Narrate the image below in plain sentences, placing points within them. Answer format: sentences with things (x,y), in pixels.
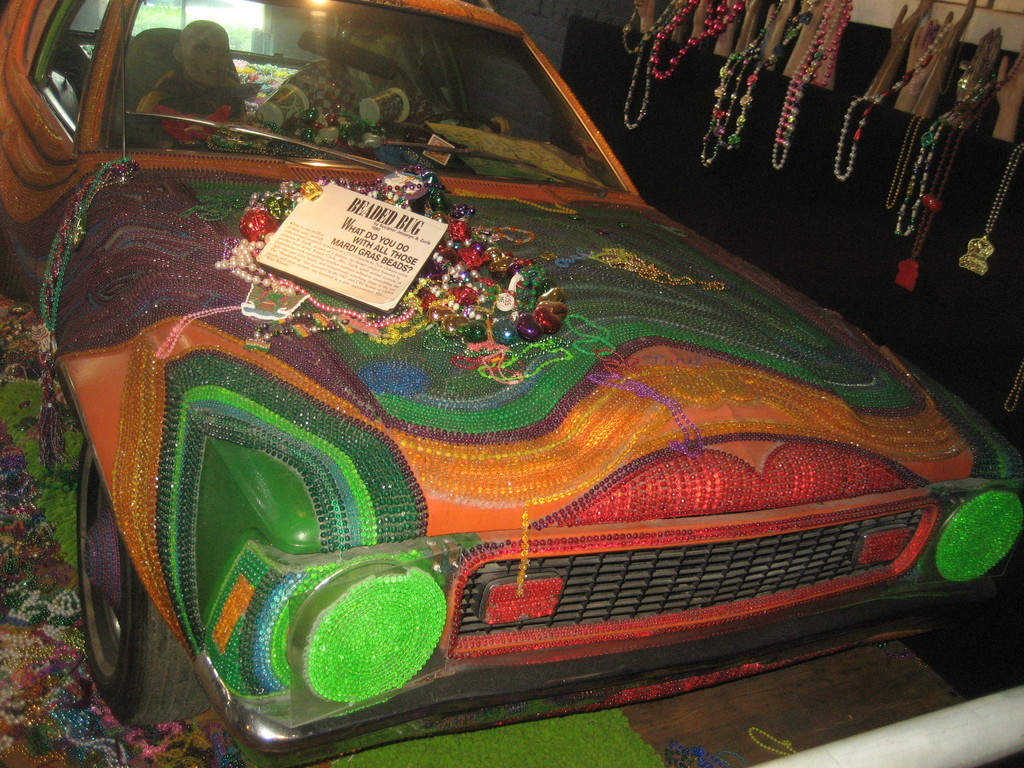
In this picture I can see there is a car (437,393) and it is decorated with some beads (638,408) and there are some chains (501,232) placed on the car (236,104) and on the right side (860,101) there are some necklaces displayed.
